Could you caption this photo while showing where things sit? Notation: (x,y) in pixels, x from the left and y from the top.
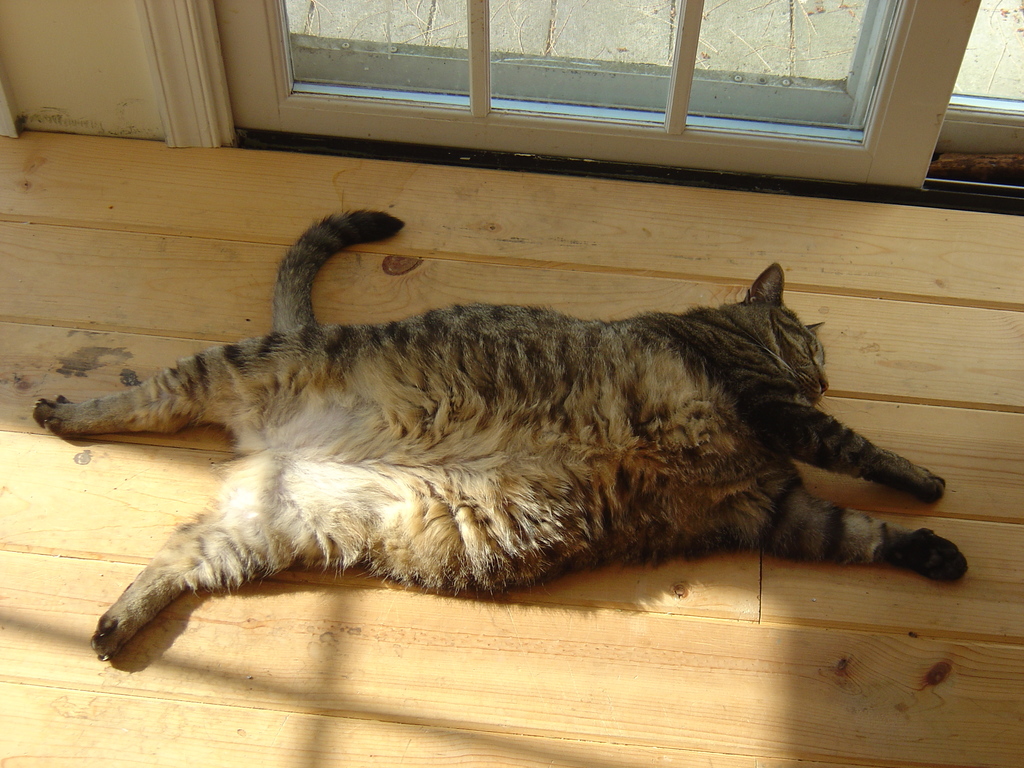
In this image we can see a cat (502,460) lying on a wooden floor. There is a door (612,93) in the image.
